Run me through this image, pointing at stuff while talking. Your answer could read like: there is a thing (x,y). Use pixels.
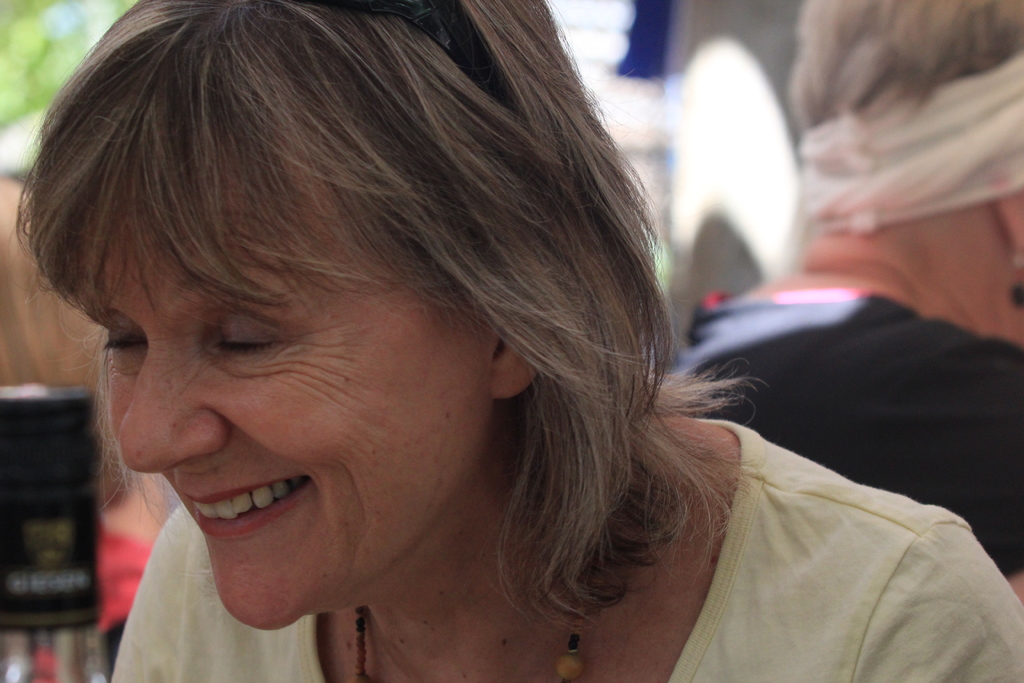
In this image I can see two persons (647,630), some objects (64,533), tree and a building (683,200). This image is taken may be during a day.
